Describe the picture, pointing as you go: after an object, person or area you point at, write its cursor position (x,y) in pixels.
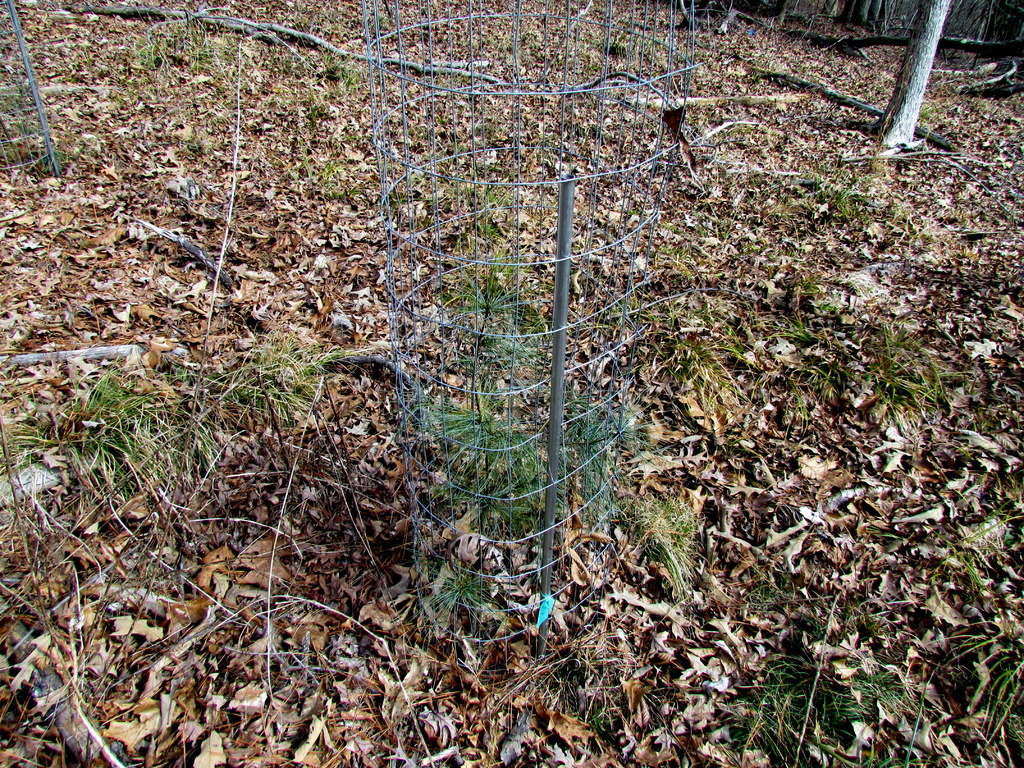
In this image we can see some plants (528,403), grass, trees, trunks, also we can see a fence (541,333), and some leaves (817,119) on the ground (817,119).
